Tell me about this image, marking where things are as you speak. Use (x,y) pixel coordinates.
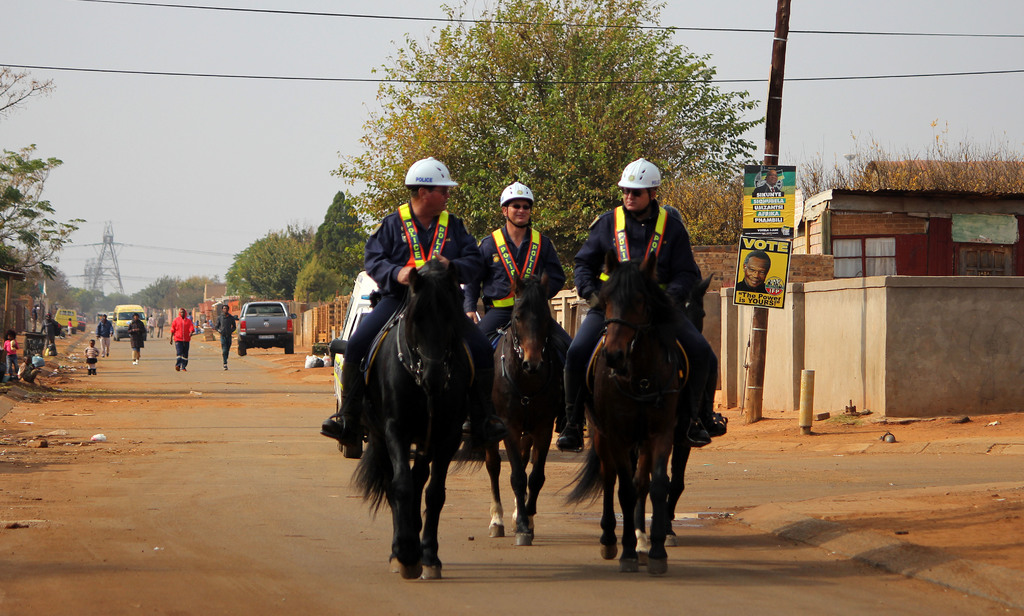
This image consists of three horses (451,322) on which there are three men (644,241) wearing blue dresses (453,253) are riding. At the bottom (312,533), there is a road (475,481). In the background (335,247), there are trees (464,144). And we can see many people (219,325) and cars (272,323) on the road (113,367). At the top (166,127), there is sky (194,163).
